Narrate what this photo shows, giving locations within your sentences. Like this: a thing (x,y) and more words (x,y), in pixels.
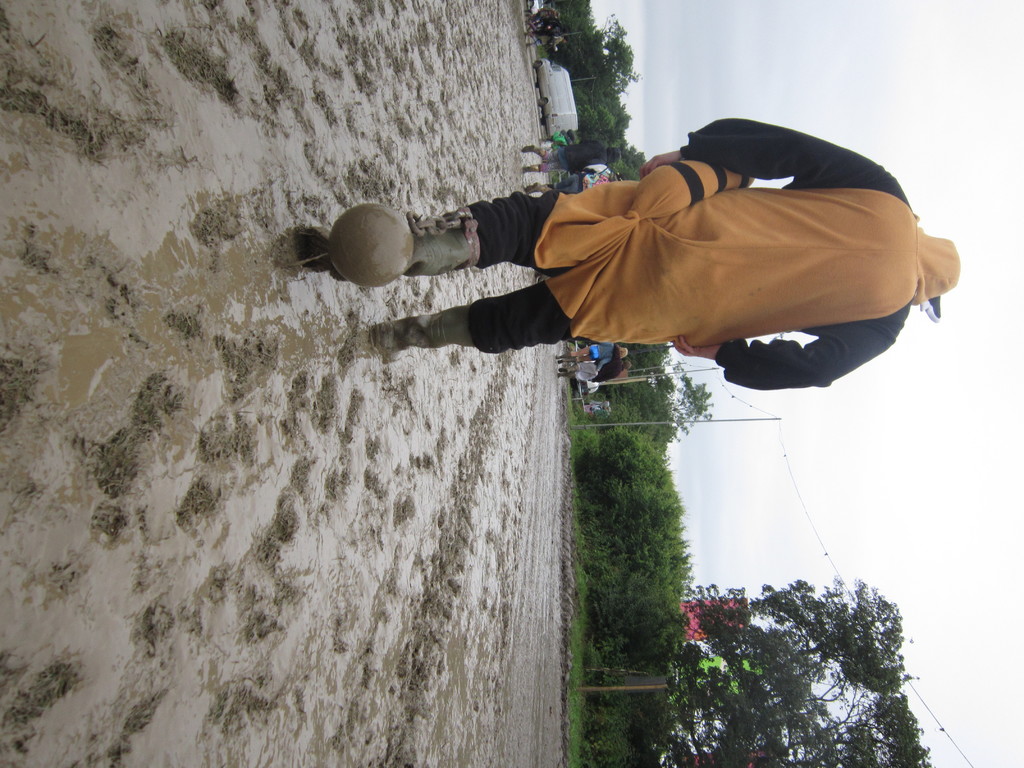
In this image we can see the person (903,258) walking in the mud (379,397). We can also see the ball (388,230) with the chain (437,221). In the background (616,394) we can see the people (586,193), poles (623,381), wire (773,414), trees (652,479) and also the vehicle (562,78). We can also see the sky (886,115).
